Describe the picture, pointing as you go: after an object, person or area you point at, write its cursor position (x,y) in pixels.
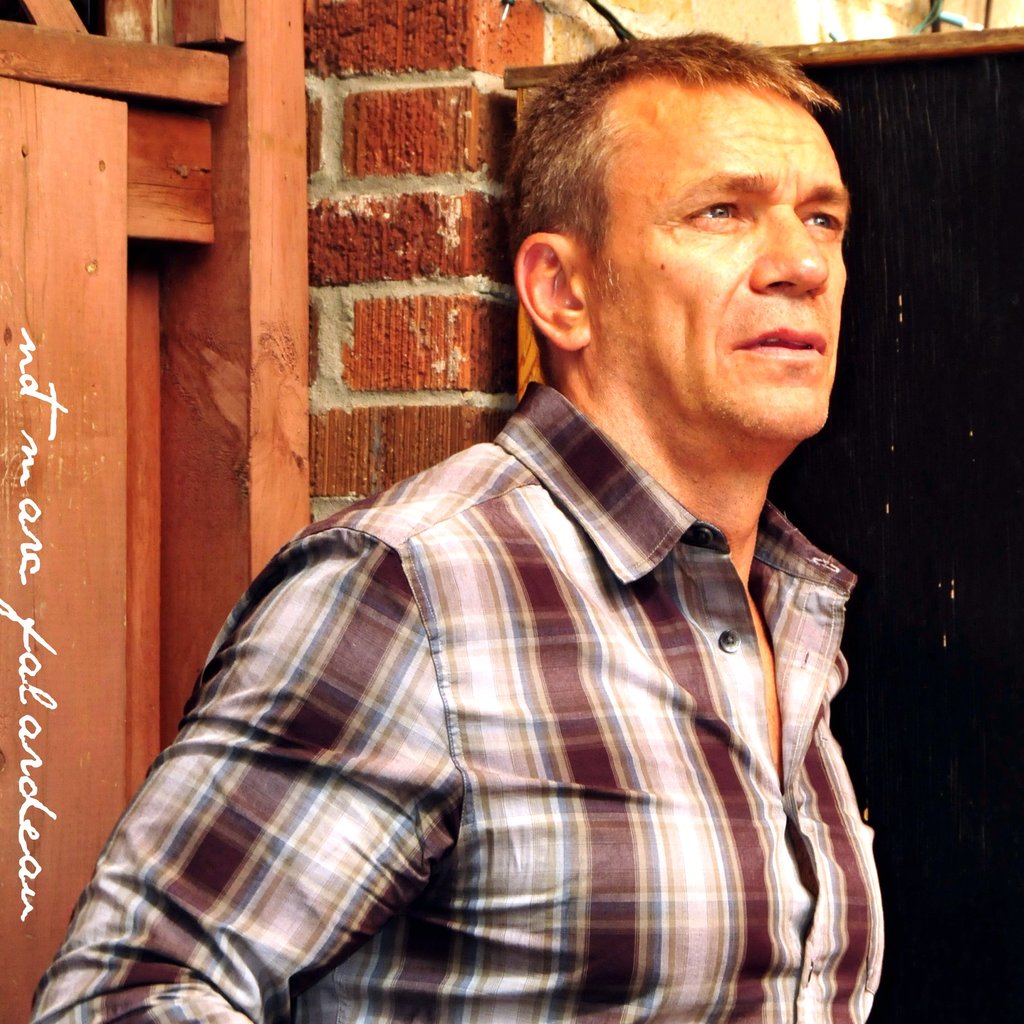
In this picture we can see one person (379,703) is standing beside the wall (385,390).
